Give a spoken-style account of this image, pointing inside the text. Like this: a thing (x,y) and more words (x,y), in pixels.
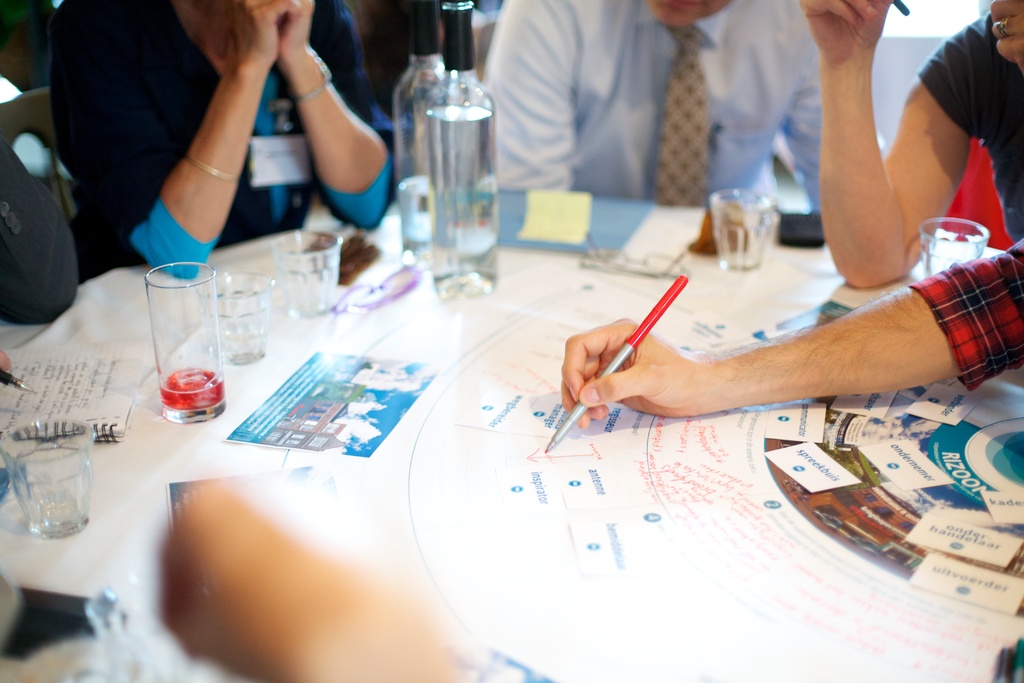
In the center of the image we can see a few people (603,120). Among them, we can see a person (301,173) is holding an object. On the right side of the image (990,319) we can see the hand (651,351) of a person (936,337) is holding a pen (623,350). On the left side of the image (13,362), we can see some object (23,391). In front of them, we can see a platform (541,517). On the platform (629,421), we can see glasses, bottles (468,292) and a few other objects (565,411). In the background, we can see it is blurred.
